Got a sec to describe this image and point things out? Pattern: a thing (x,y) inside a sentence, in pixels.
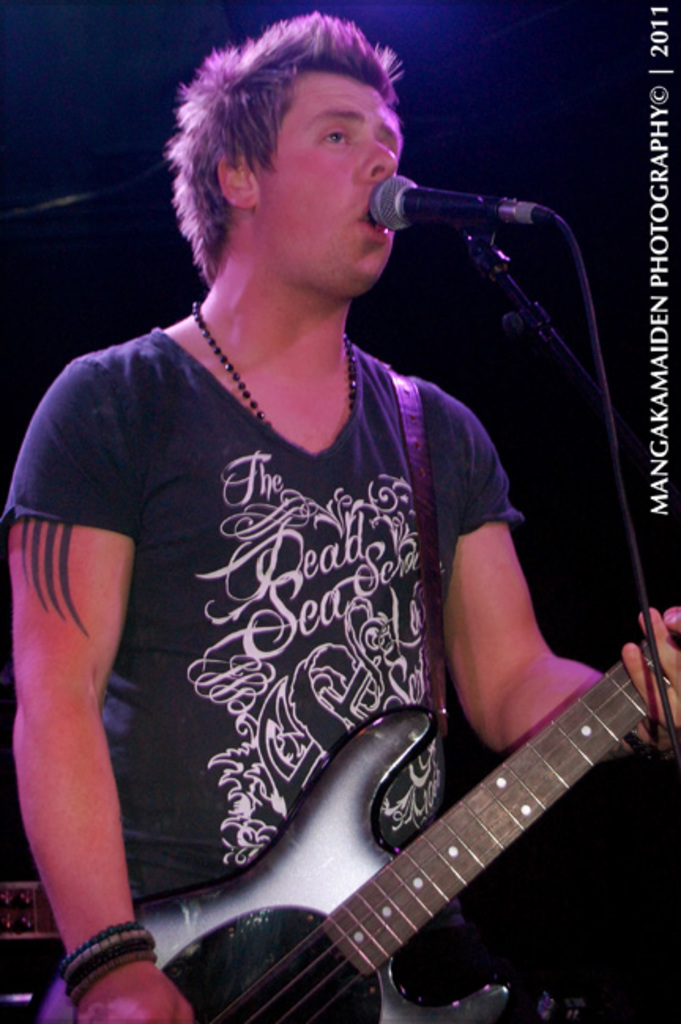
In this image I can see a man (663,660) is holding a guitar (429,1014). Here I can see a mic (383,200) in front of him.
